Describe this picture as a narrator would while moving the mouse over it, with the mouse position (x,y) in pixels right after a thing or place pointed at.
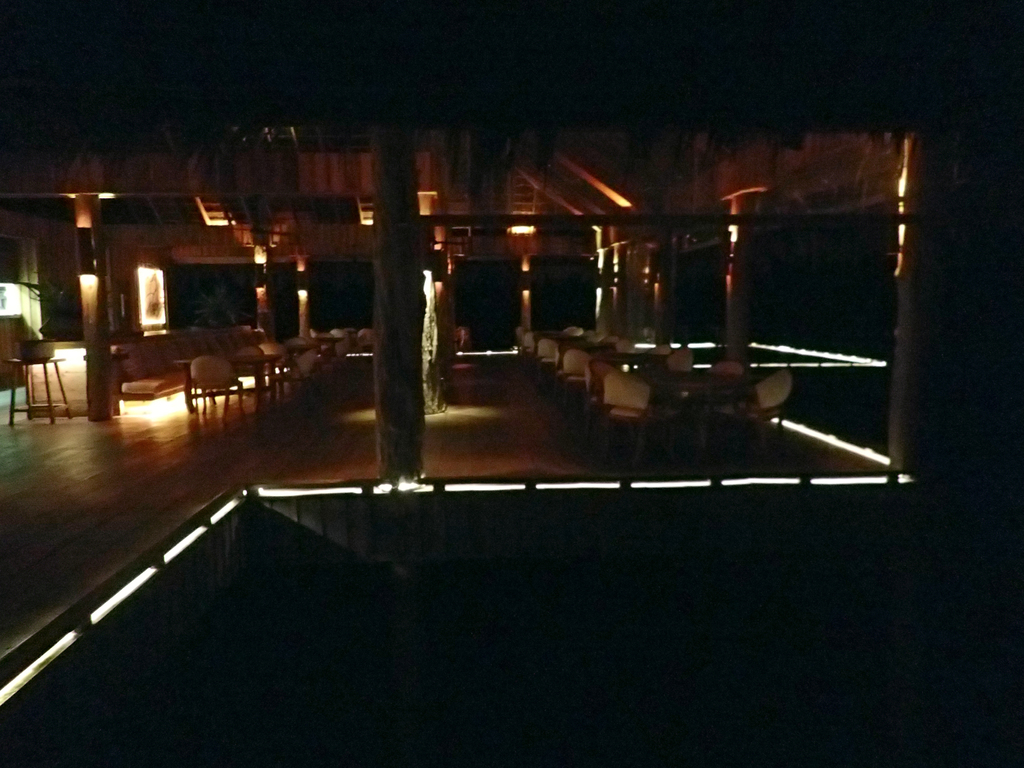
In this image, we can see some lights (537,484) and chairs (314,340). There are pillars (421,275) in the middle of the image (377,395). There is a stool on the left side of the image (21,392).
